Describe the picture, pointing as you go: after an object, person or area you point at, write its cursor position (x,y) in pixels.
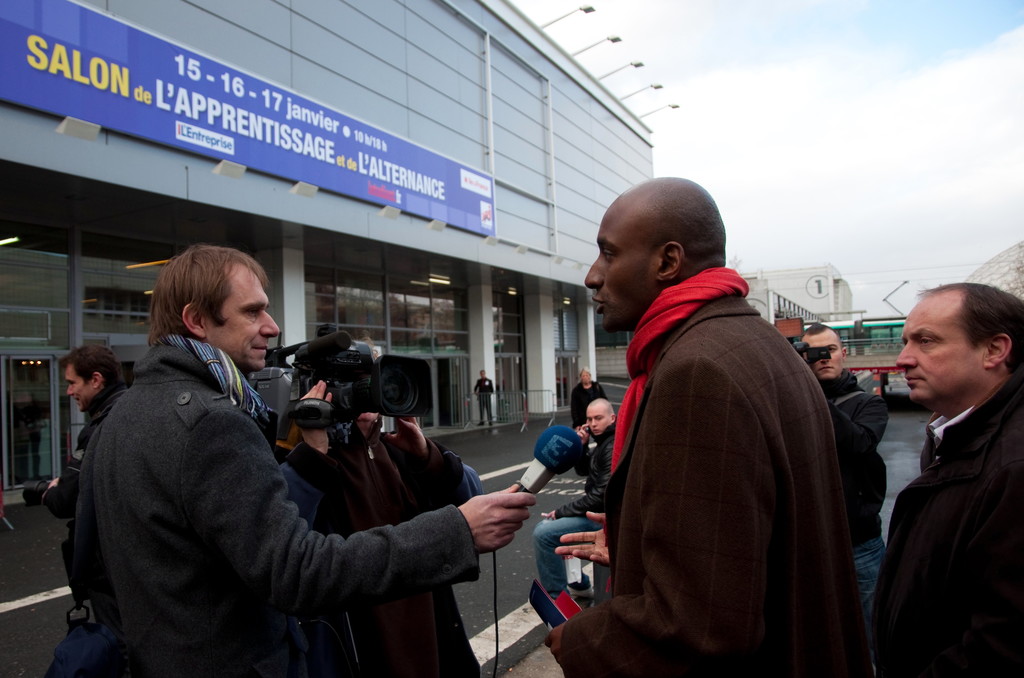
In this image, we can see people (366,484) wearing scarves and one of them is holding a mic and some are holding cameras (345,376). In the background (121,187), there are buildings (633,154), lights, name boards (388,139), railings (777,301), poles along with wires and we can see vehicles (848,329). At the bottom (513,626), there is road (505,608) and at the top (782,72), there is sky (778,87).
